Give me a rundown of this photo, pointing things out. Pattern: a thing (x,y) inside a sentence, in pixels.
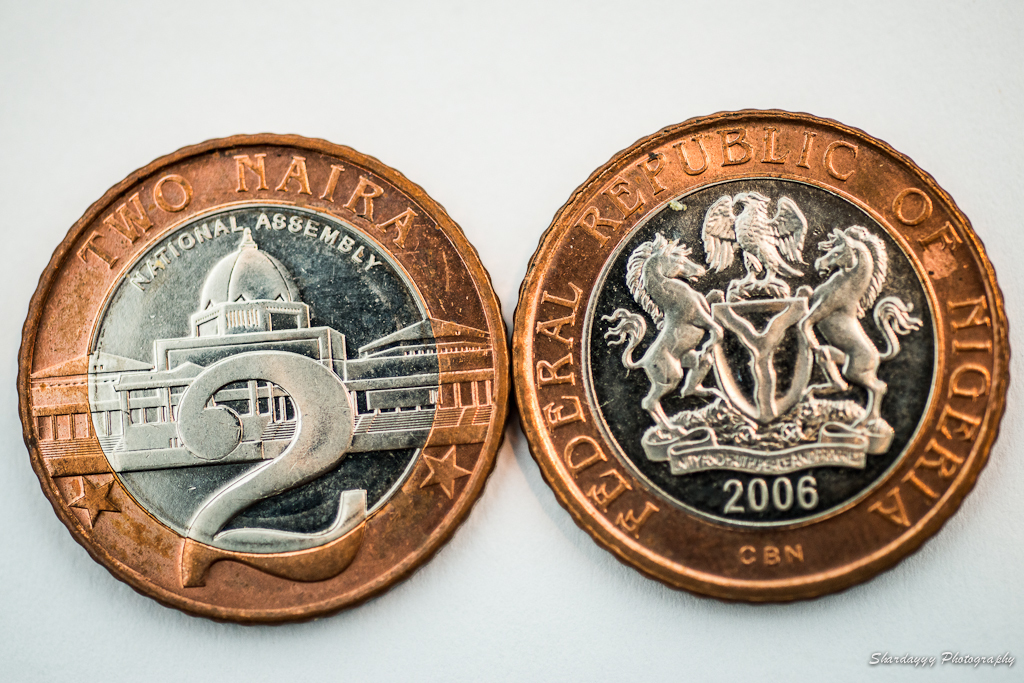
In the image we can see there are coins (454,295) kept on the table (491,477). On the coin (311,452) it's written ¨2¨ and on another coin (787,513) its written ¨2006¨. On one coin (196,323) there is a building (194,347) and on the other coin (717,412) there are statue (838,325) of horses (832,252).
